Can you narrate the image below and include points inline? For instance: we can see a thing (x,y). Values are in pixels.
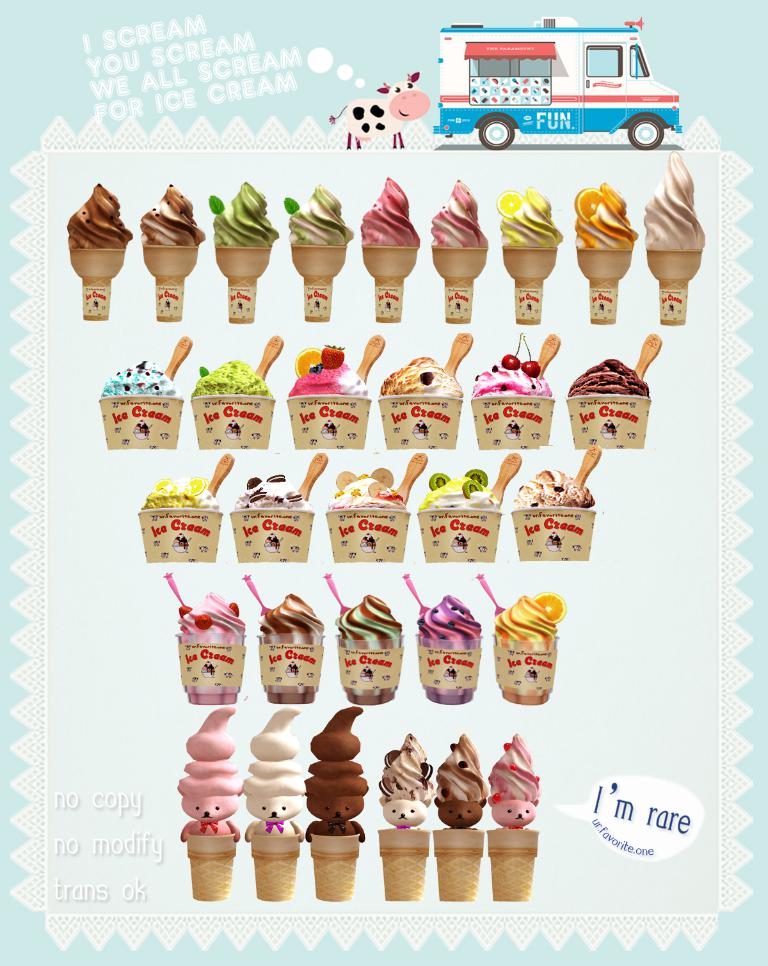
In this image we can see ice creams (375,608). At the top (543,115) we can see van (554,118).
